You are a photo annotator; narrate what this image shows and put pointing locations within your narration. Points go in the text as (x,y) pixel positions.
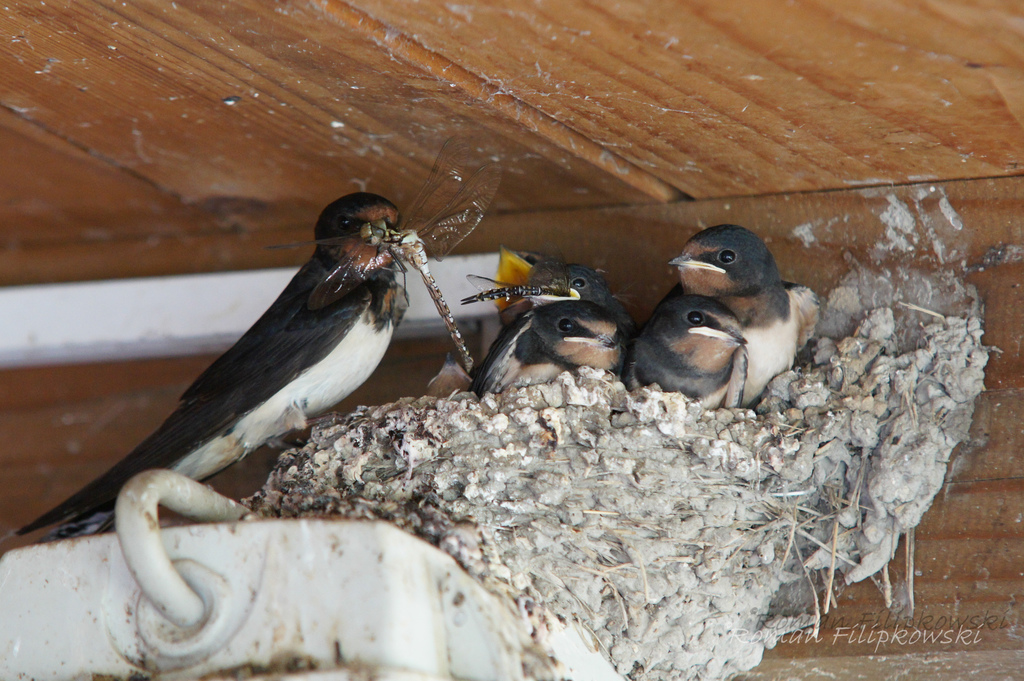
Here I can see few birds (296,405) on a nest (441,438). Two birds (368,364) are holding dragonflies (432,281) in its mouth (546,299). On the left side (151,586) there is a metal object (155,678). At the top of the image (358,124) there is a wooden surface (743,138). In the bottom right-hand corner (869,644) there is some text (836,638).
